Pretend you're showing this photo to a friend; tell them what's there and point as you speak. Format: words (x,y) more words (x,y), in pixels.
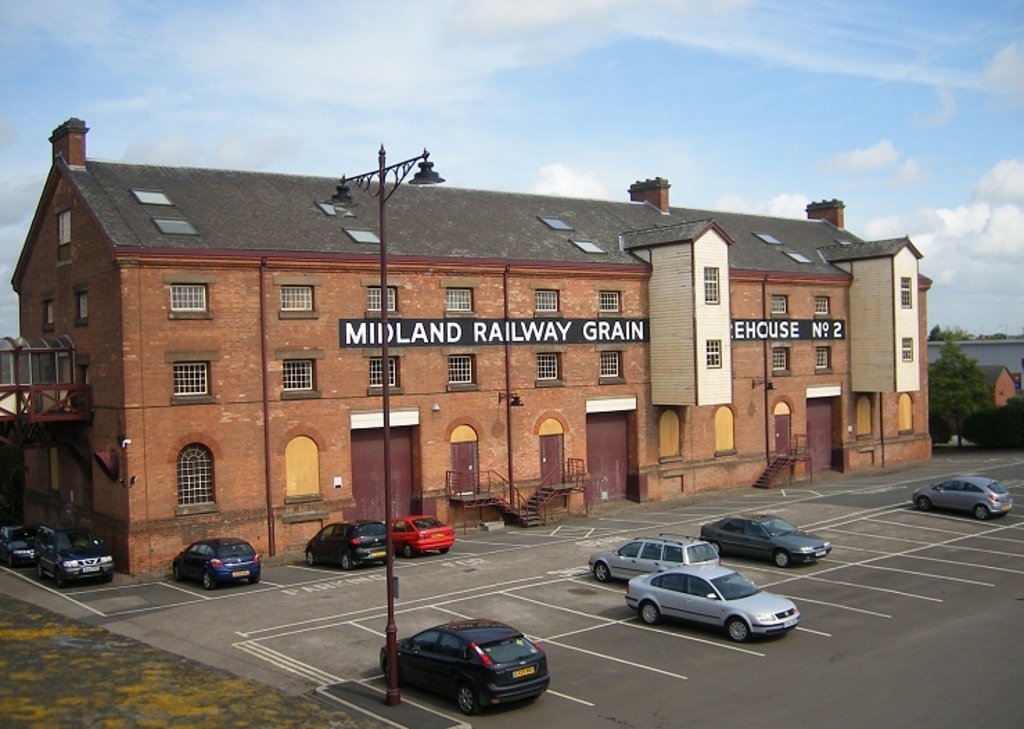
In this image I can see number of cars (776,608). I can also see a pole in the front (388,275) and on it I can see two street lights (423,181). In the background (945,355) I can see few buildings (685,463), few trees (950,388), clouds (5,274), the sky (532,57) and on the one building (380,364) I can see something is written.
